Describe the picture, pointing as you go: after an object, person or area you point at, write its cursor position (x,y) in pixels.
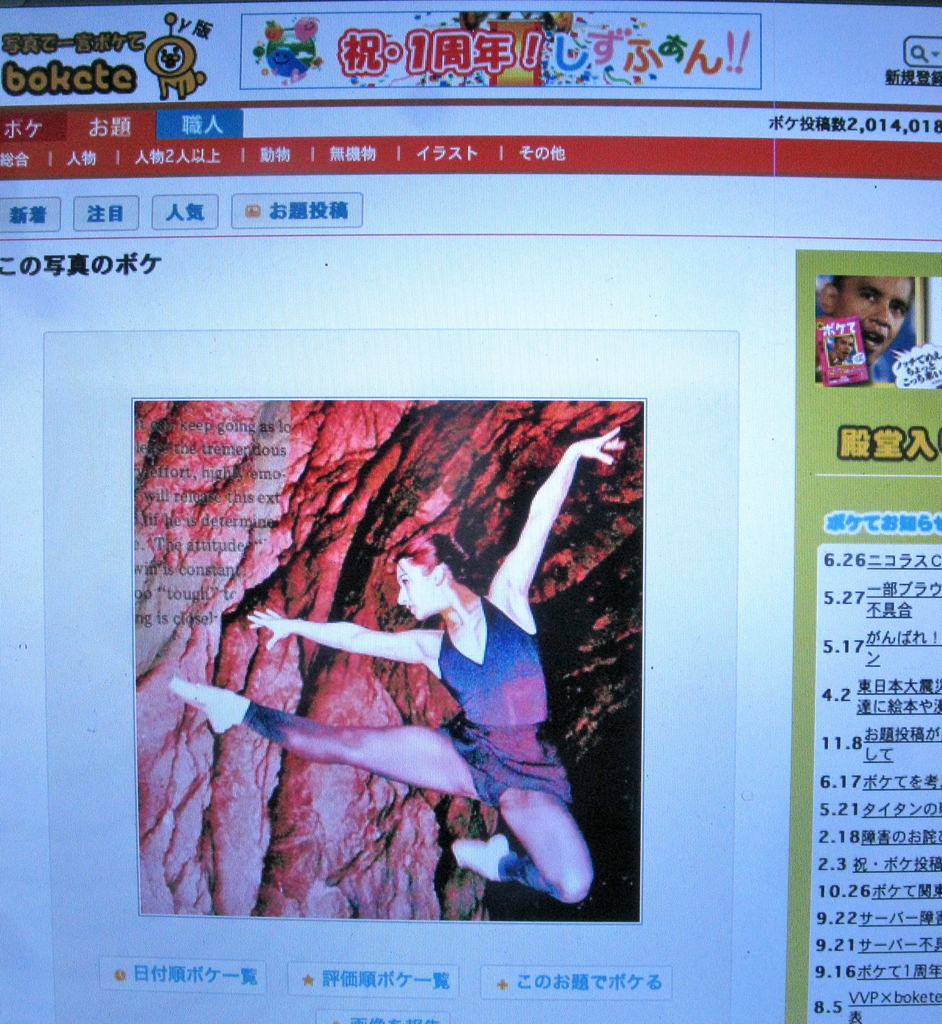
This image seems like a web page. We can see there is a picture (433,701) of a woman (503,697) in the middle of this image (399,660) and there is an article (839,625) on the right side of this image (847,597), and there is some text (86,155) at the top of this image (346,146), and at the bottom of this image (346,972) as well.
